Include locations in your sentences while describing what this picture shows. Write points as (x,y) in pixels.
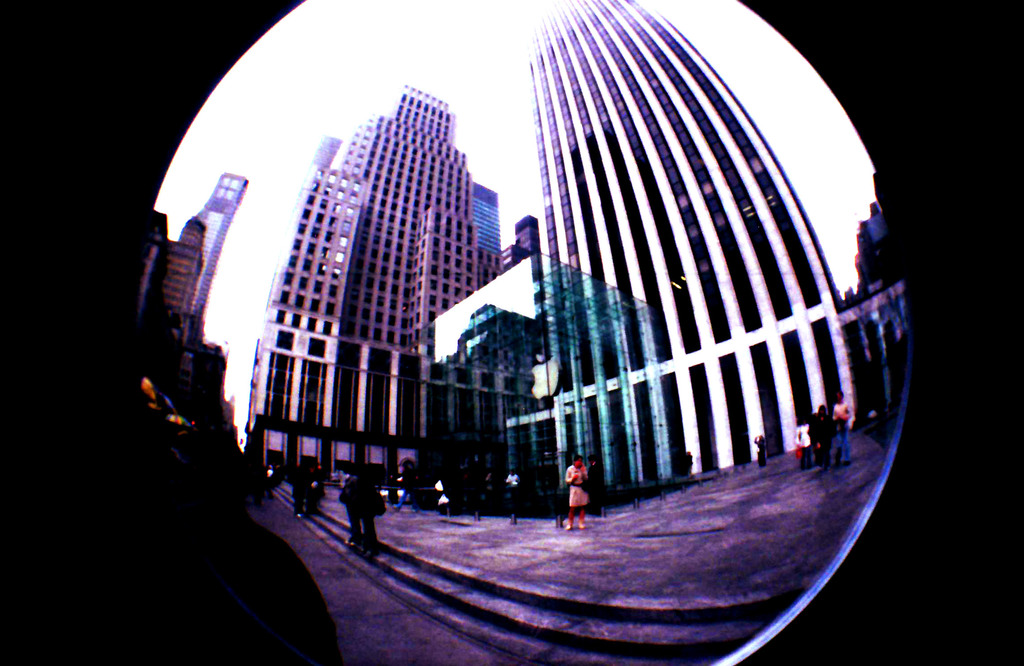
In this image we can see buildings (497,322) and people (375,513) are standing in front of the buildings (518,273).
